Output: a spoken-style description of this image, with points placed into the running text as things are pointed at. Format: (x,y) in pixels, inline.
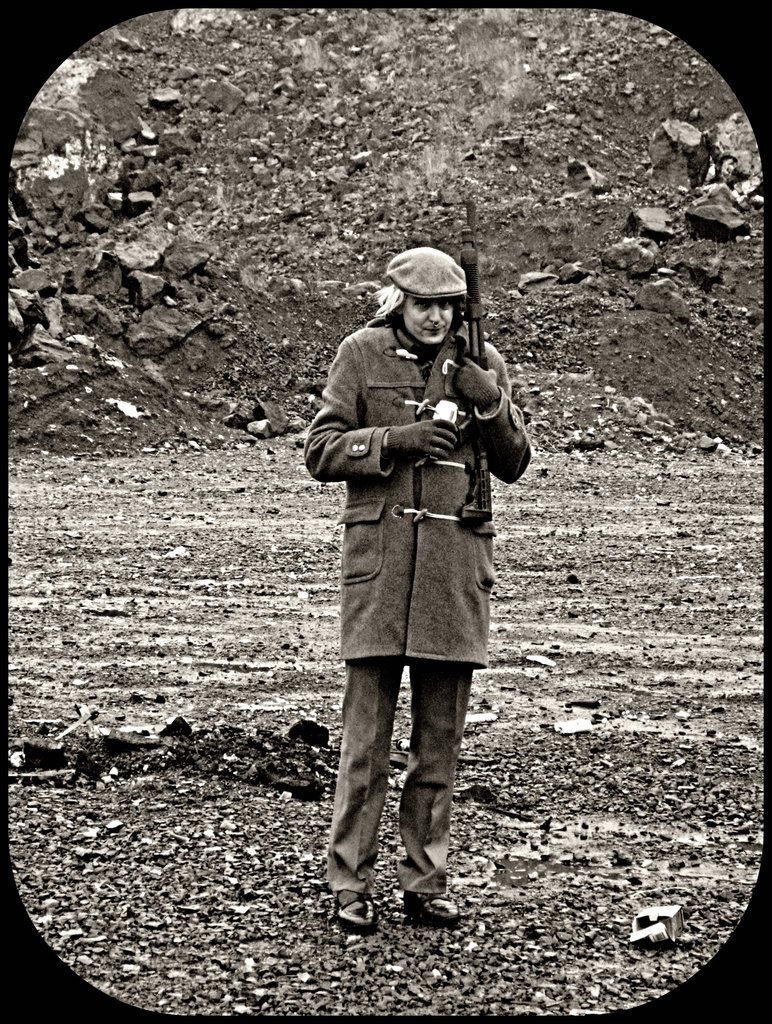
In this picture we can see a person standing on the ground (406,718), he is holding a gun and in the background (583,579) we can see some stones (24,184), soil (597,563).
